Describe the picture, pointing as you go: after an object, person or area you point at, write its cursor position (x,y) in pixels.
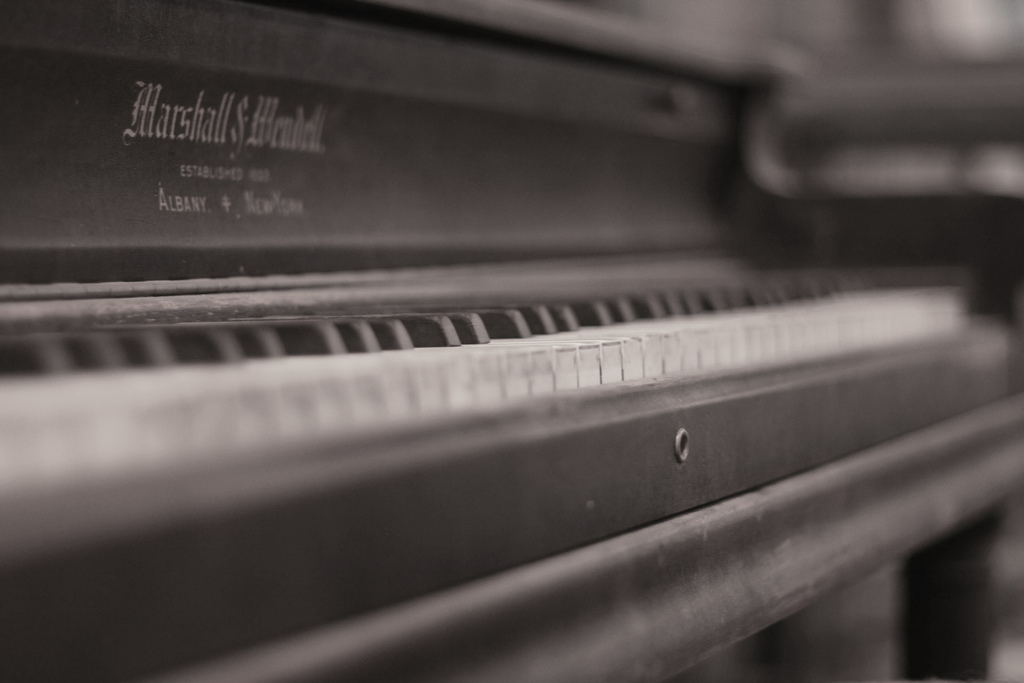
In this there is a piano (198,337), on the piano (283,59) there is some text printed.
